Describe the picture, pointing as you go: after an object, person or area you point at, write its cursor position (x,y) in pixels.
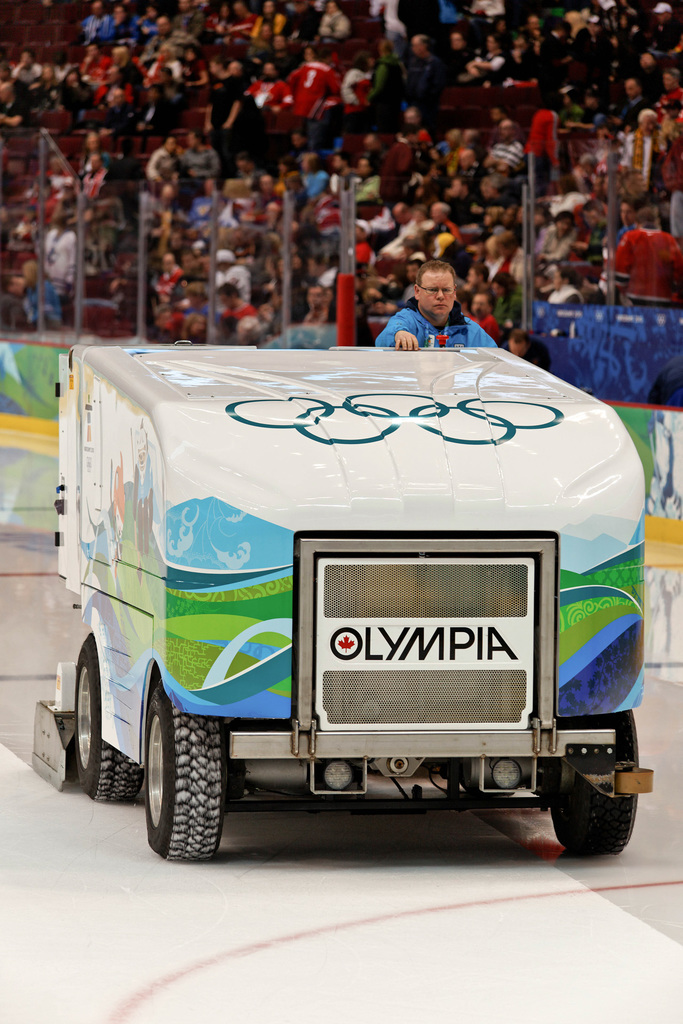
In this picture there is a man (438,296) who is wearing blue jacket (455,323) and spectacle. He is standing on the vehicle (382,690). On top (121,31) we can see audience (236,15) was sitting on the chair (476,118). Here we can see fencing (322,243) and advertisement board (630,393).
